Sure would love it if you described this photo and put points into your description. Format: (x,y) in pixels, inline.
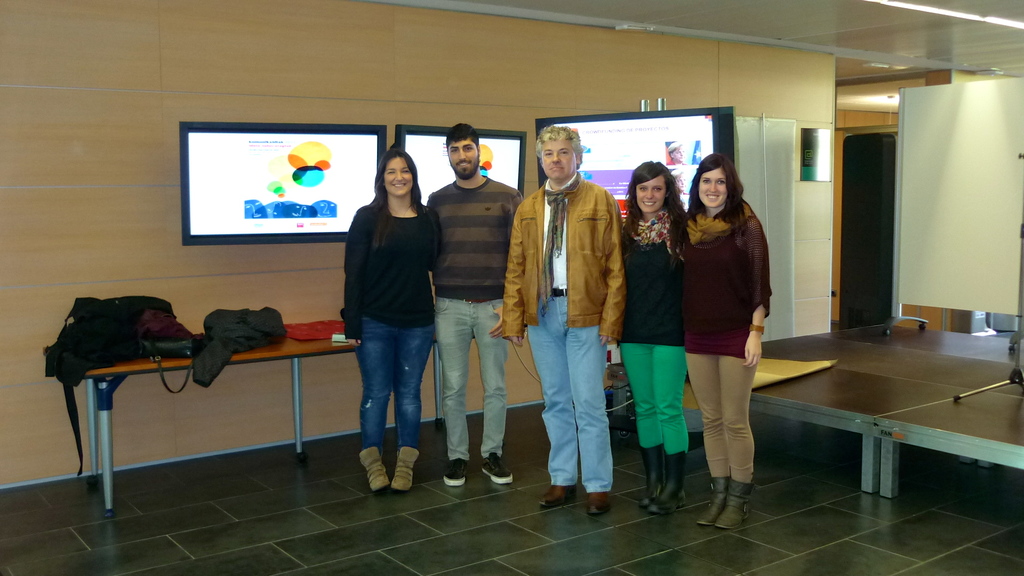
In this picture there are many people (384,279) standing. In the background (280,212) we observe screens (371,168) attached to the wall (171,262) and to the right side of the image (964,195) there is a white board (953,181) on top of a table (903,363).
